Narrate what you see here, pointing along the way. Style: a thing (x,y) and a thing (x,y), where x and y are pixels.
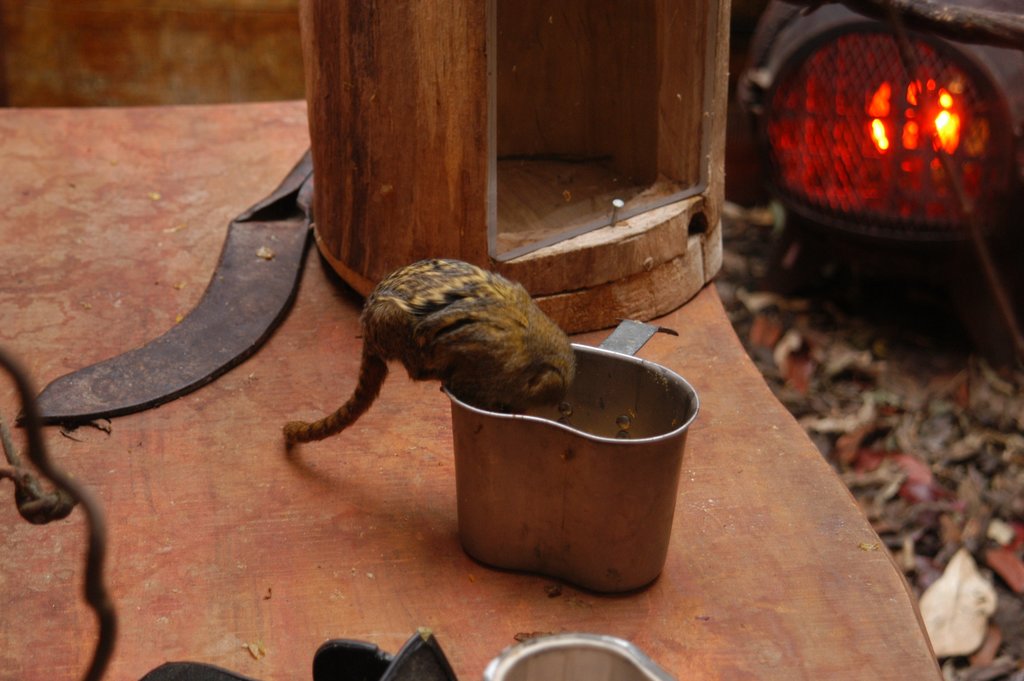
In this image I can see an animal (384,345) which is in brown and black color. It is on the steel object (574,447). To the side I can see the wooden objects (353,143) and few more things (216,359) can be seen. These are on the brown color surface (320,387). To the right (839,121) I can see the lights (885,147) and some dried leaves (938,470) on the ground (855,432).
